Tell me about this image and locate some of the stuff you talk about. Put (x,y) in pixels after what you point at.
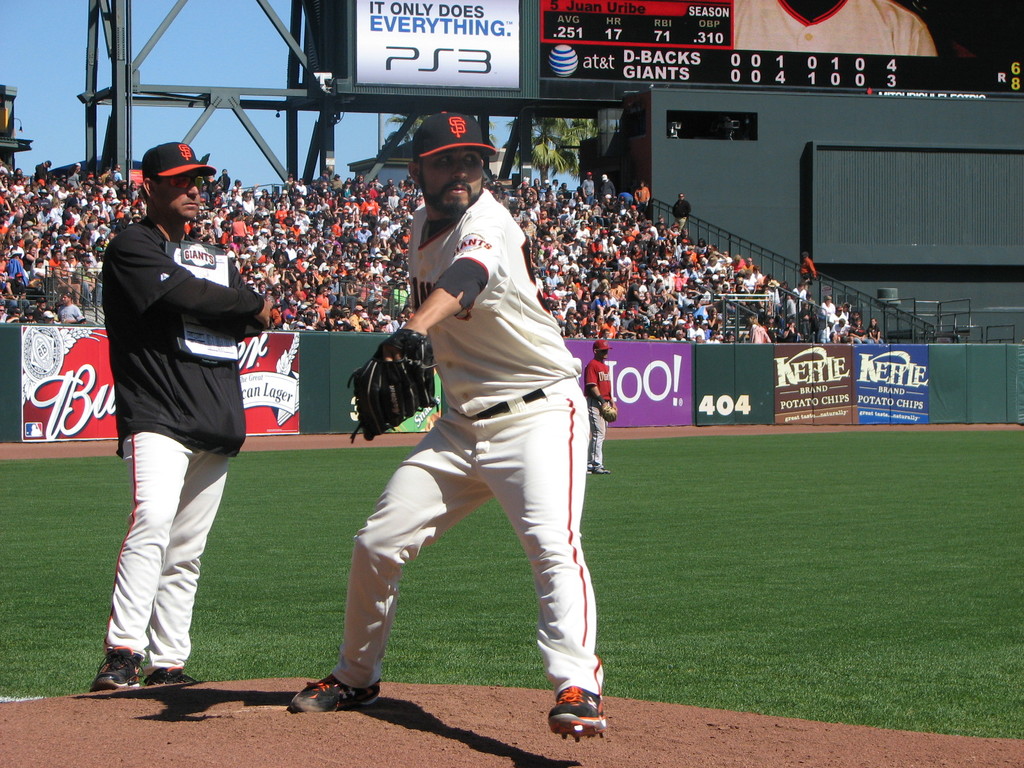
In this image we can see many people (373,239) in the stadium (338,239). There is a digital screen (740,31) in the image. There is a baseball ground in the image. There is a tree (547,154) in the image. There is a sky (208,46) in the image. There are three people (483,470) on the ground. There are advertising boards (876,390) in the image.
